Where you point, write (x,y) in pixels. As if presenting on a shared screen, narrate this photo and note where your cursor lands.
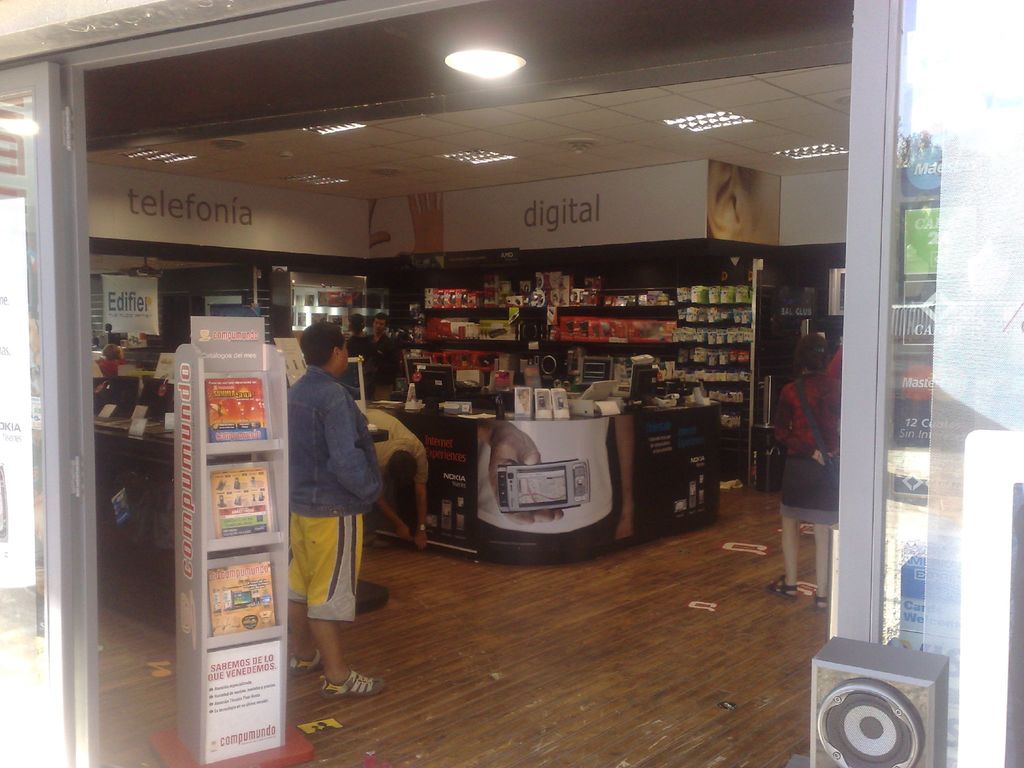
In this picture we can see couple of people (334,328), they are all in the store (654,373), in front of them we can find couple of things (722,350) in the racks (457,312) and monitors (426,371) on the table (516,430), and also we can find couple of lights (784,152) and a speaker (859,694).
